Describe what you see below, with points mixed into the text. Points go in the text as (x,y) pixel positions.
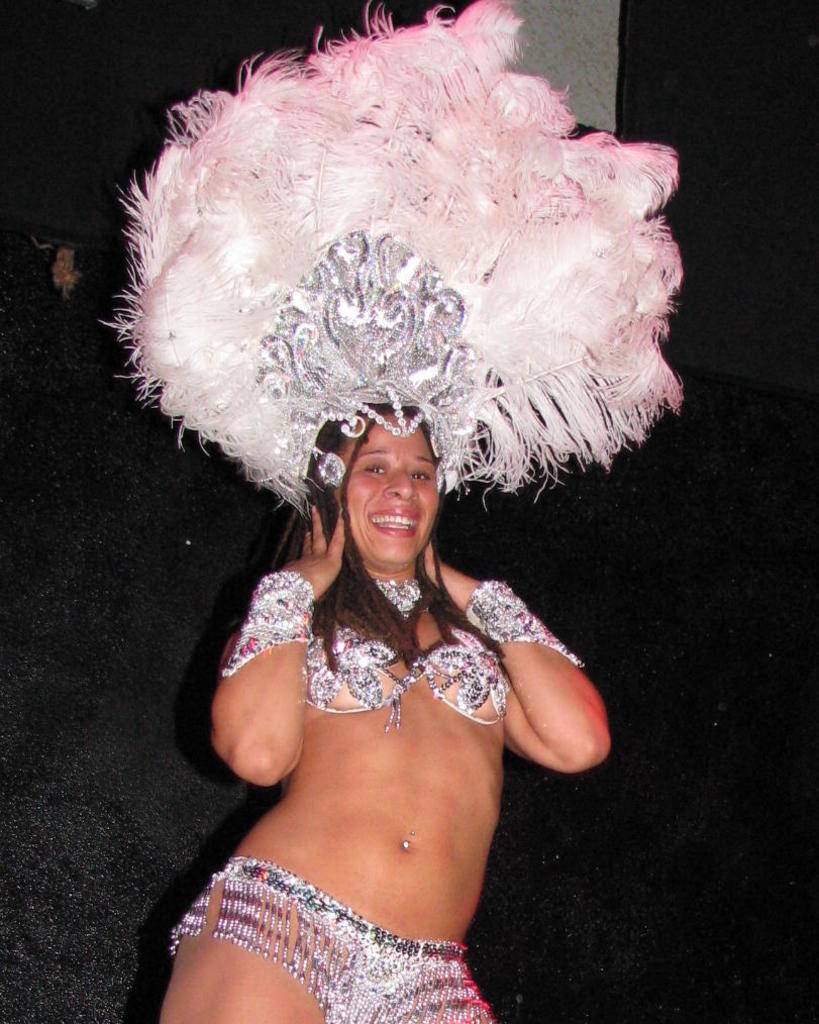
In this image I can see a woman (363,650) is wearing different costume (316,926). I can see a head-wear (379,192) which is in white and pink color feathers (372,78). Background (166,650) is black color.
